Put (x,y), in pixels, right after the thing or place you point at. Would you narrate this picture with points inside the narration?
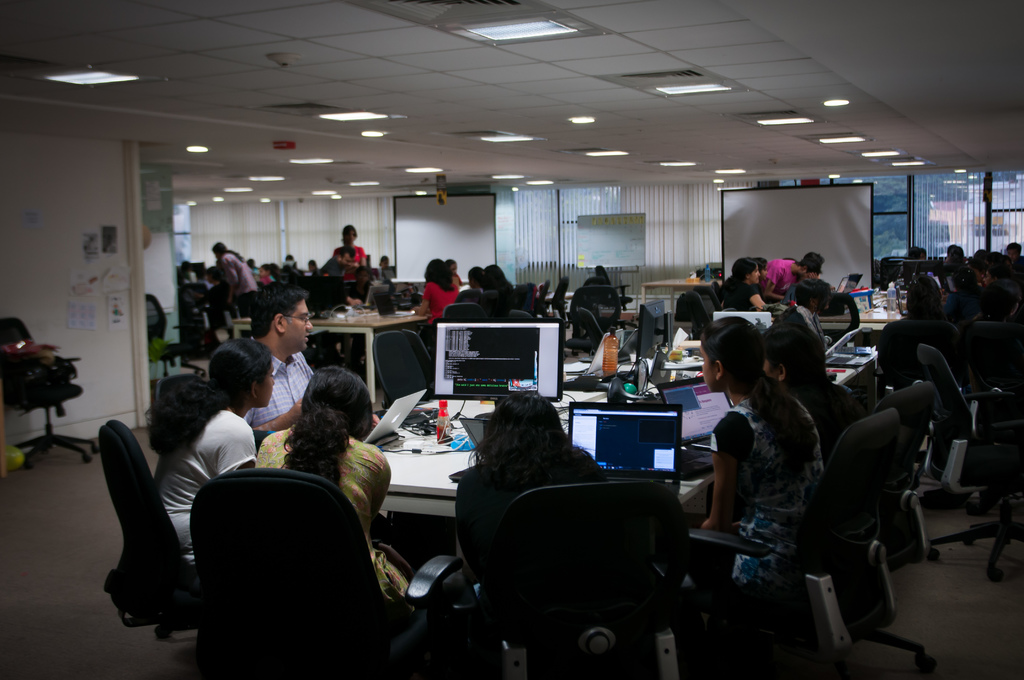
This is a picture taken in a room (342,310), there are a group of people (765,379) sitting on chairs (543,588) and some are standing in front of these people (509,483) there is a table (397,497) on the table (417,483) there are laptops (637,421), monitor (552,389), bottles (605,368), cables (463,432) and some items (581,381). Behind the people (370,463) there are screens (767,249) and glass window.
